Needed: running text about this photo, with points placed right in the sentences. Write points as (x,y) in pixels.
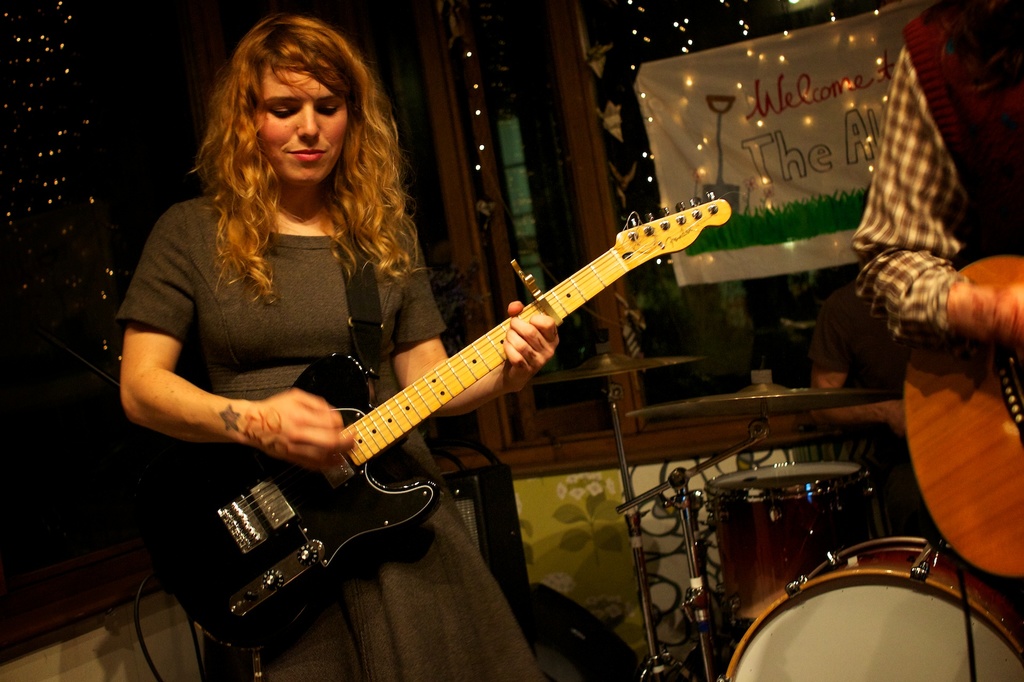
In this image a lady person (246,357) wearing grey color dress (249,329) playing guitar (463,371).
